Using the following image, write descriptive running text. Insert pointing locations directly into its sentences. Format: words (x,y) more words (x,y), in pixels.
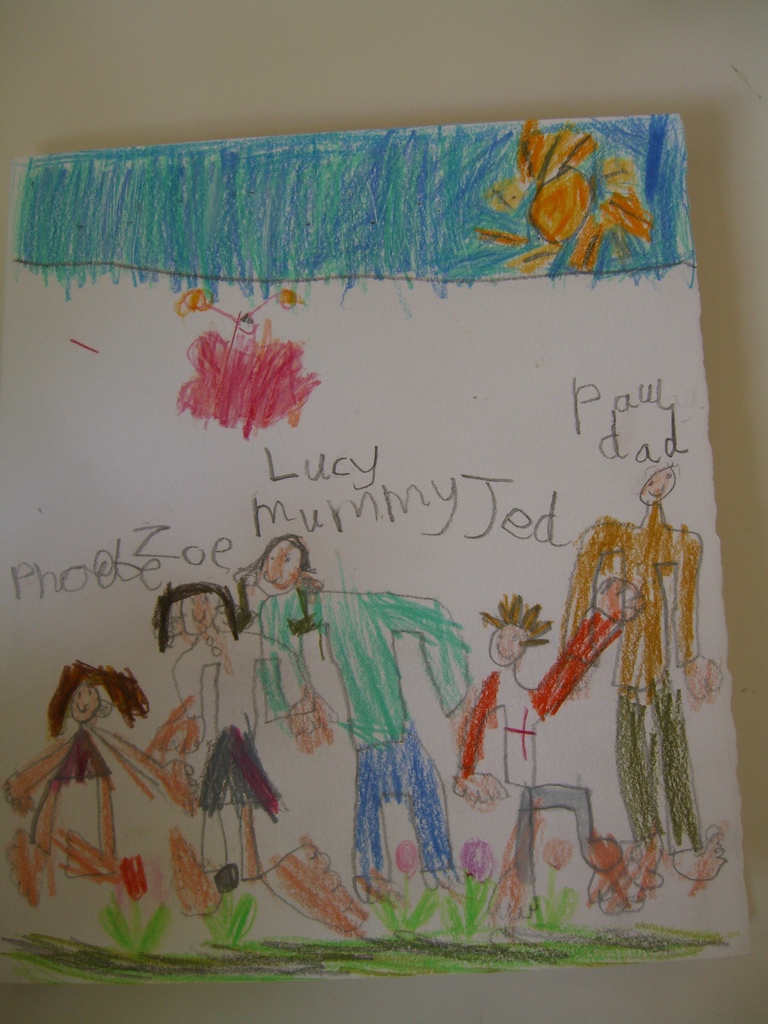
In this image, I can see a paper (676,801) with a drawing (547,215) on it. This looks like a wall (703,38).
